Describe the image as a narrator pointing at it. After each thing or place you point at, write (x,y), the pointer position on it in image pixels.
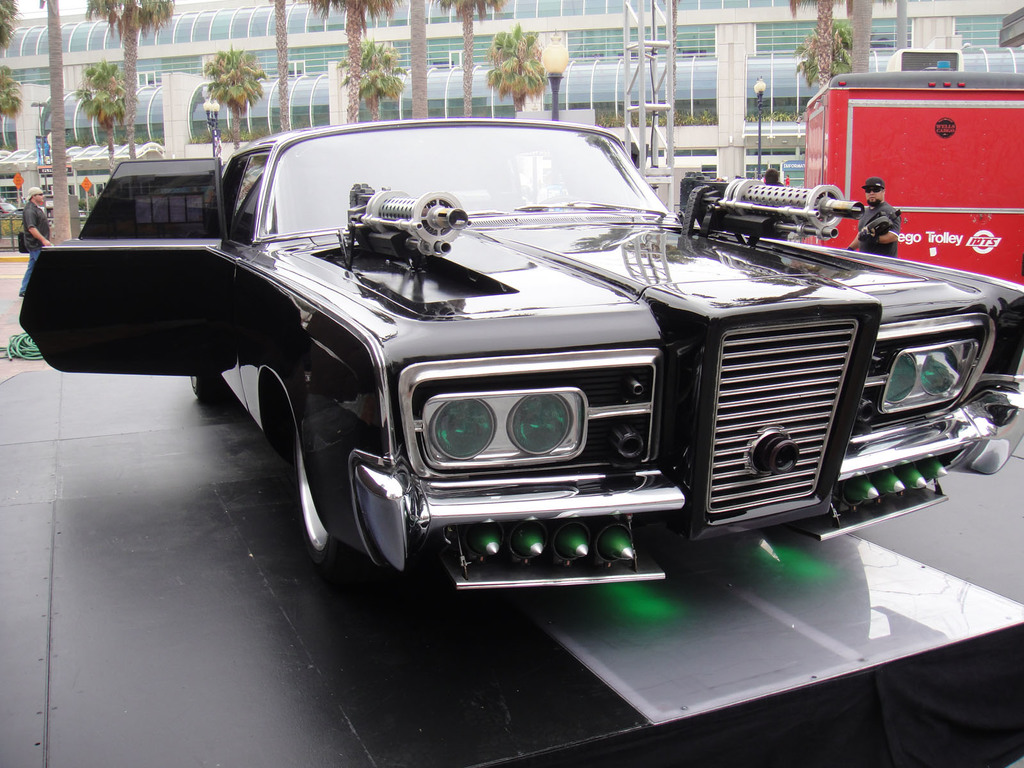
This is a car (389,381), which is black in color. I think these are the weapons (717,197), which are attached to a car (772,258). Here is a person (885,241) standing. This looks like another vehicle (939,165), which is red in color. I can see the light poles (562,62). These are the trees (501,73). This looks like a building (257,39) with the glass doors (326,52). On the left side of the image (36,209), I can see another person (29,251) standing.
